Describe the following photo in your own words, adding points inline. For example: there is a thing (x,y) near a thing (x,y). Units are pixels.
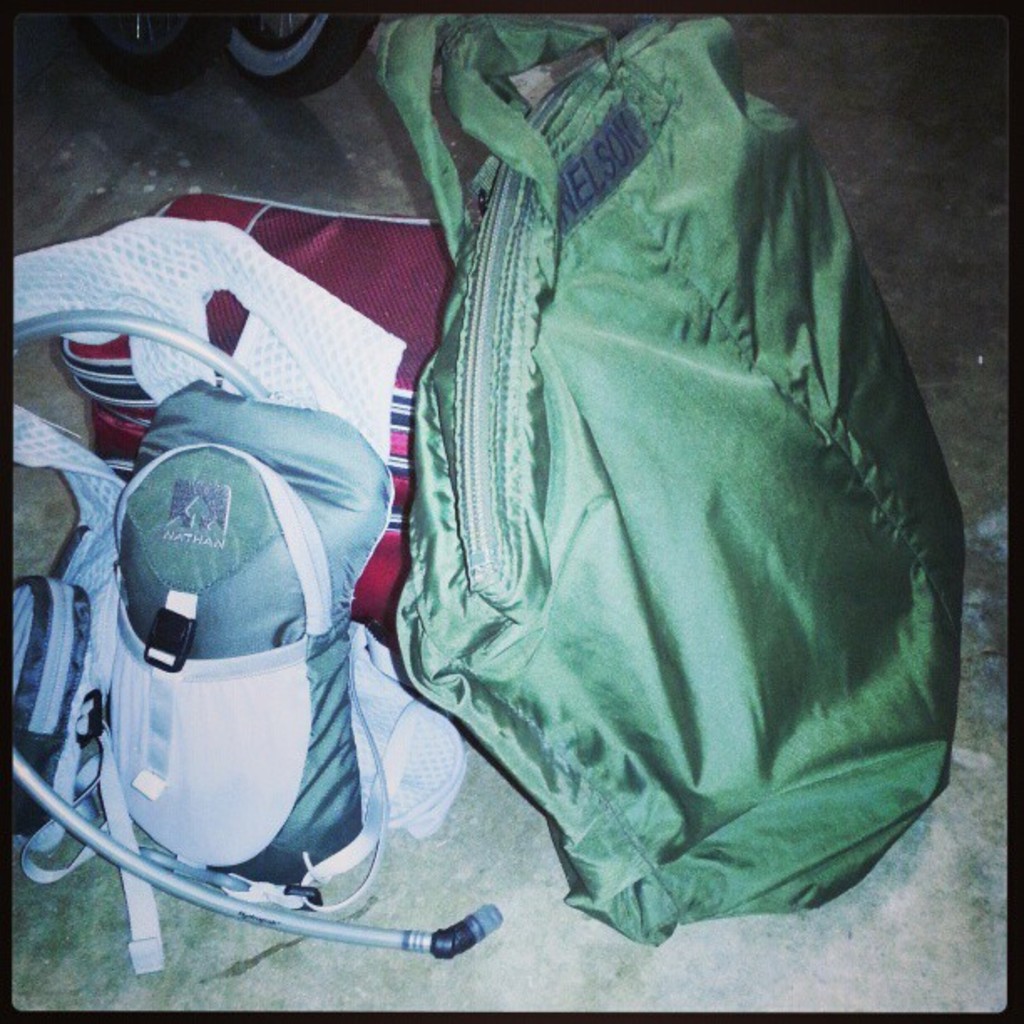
The image is clicked inside. There are bags (301,685) in this image. To the right (838,515), the bag (713,525) is in green color. To the left (211,440), there is a white bag (193,556). At the top (176,55) there are tyres (162,65). At the bottom (565,945), there is floor (527,952).
